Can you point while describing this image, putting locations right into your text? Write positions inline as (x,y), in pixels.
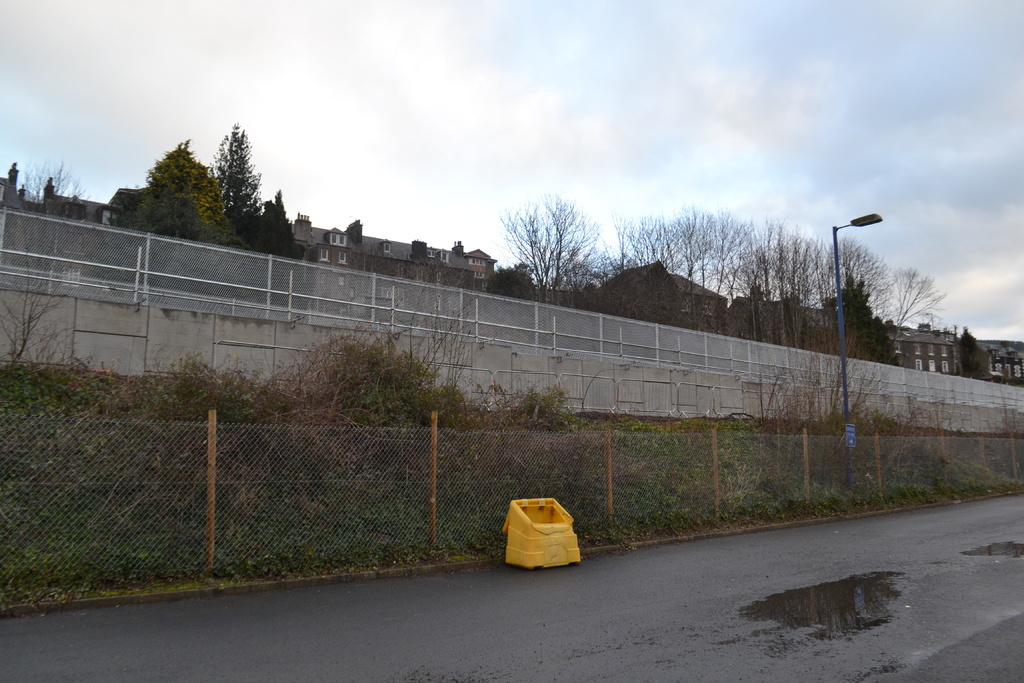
In the picture there is a wall (203,351) and in front of the wall (672,405) there are many plants (271,420) and there is a fencing (751,446) around those plants (893,443). Behind the wall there are few houses (678,298) and trees (775,291).
